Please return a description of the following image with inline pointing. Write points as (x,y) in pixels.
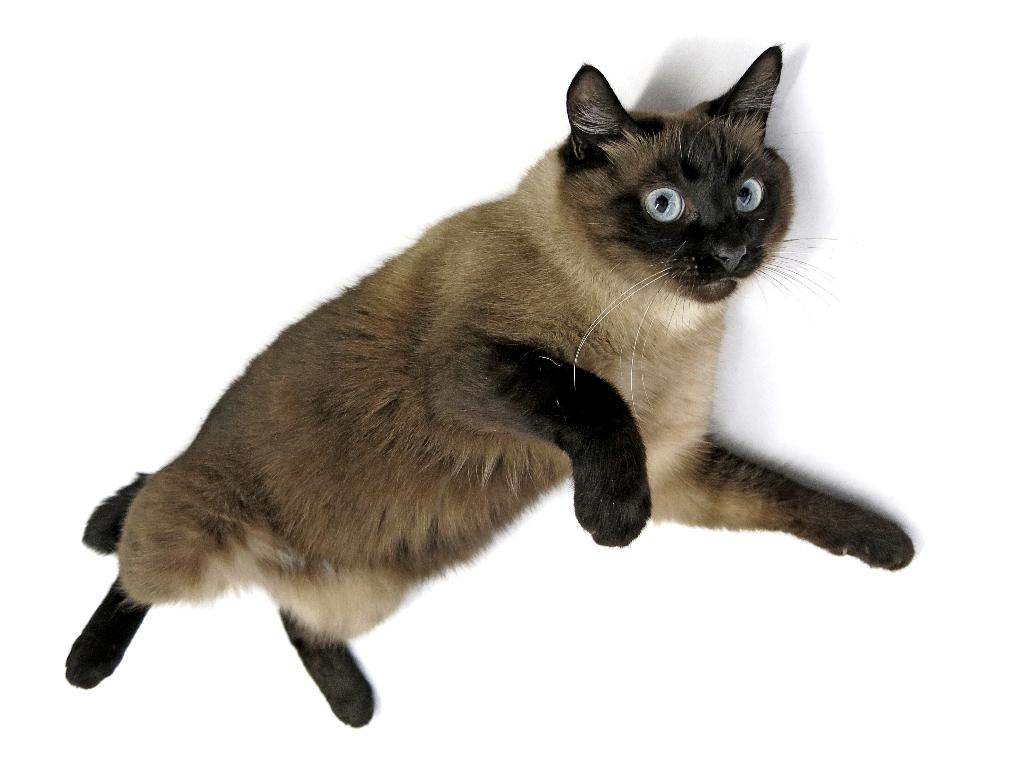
In the image there is a cat (506,418) and the background of the cat (689,195) is white.
